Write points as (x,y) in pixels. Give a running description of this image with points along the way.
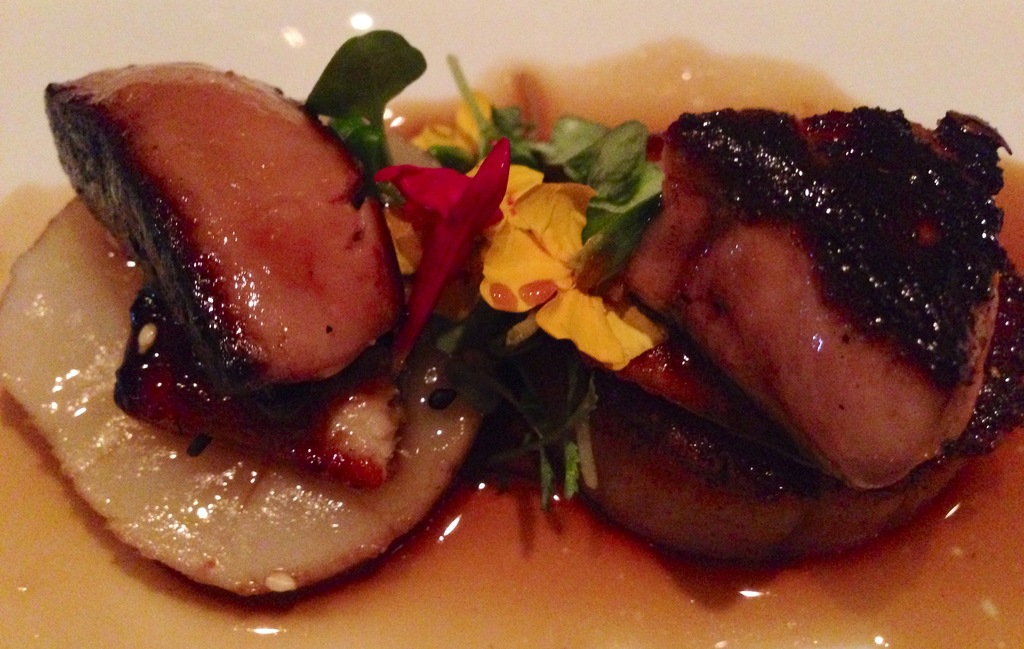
In this image there is food (445,396), flowers (417,312) and sauce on the white surface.
